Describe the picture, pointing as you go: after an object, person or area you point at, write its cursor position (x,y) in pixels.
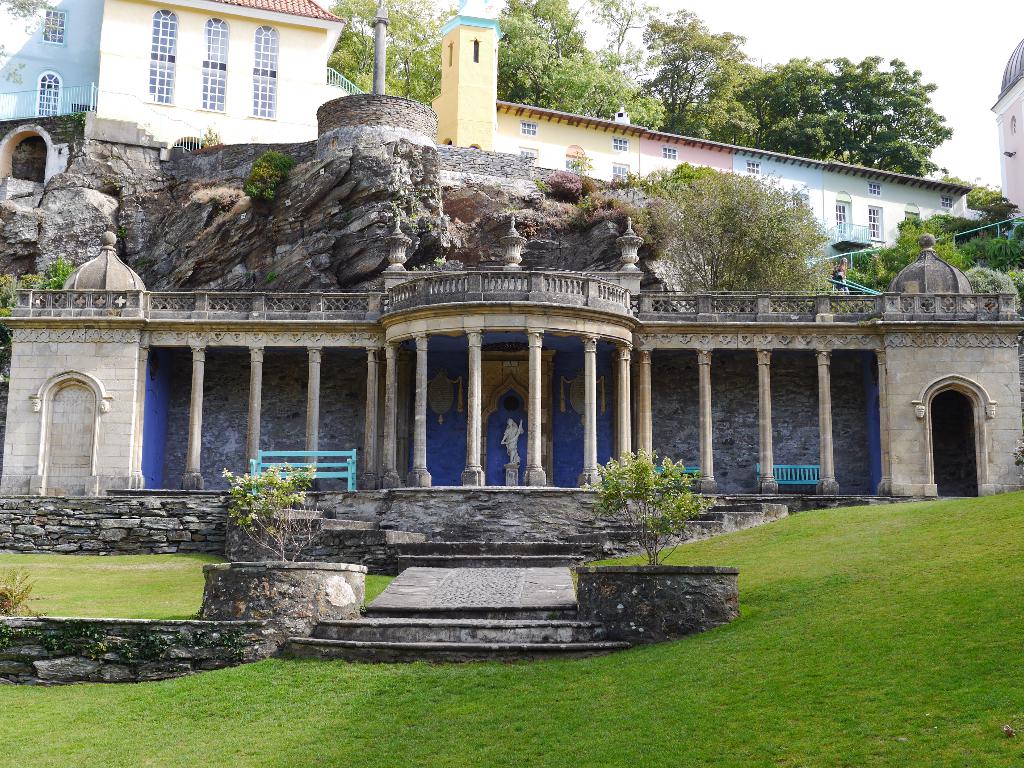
In this image, we can see buildings (504,396), trees (779,249), stairs (382,630), plants (262,485), benches (351,449), a statue (516,461), railings (90,95) and we can see a pole (376,73). At the top (964,54), there is sky (913,61) and at the bottom (773,695), there is ground (781,681).
